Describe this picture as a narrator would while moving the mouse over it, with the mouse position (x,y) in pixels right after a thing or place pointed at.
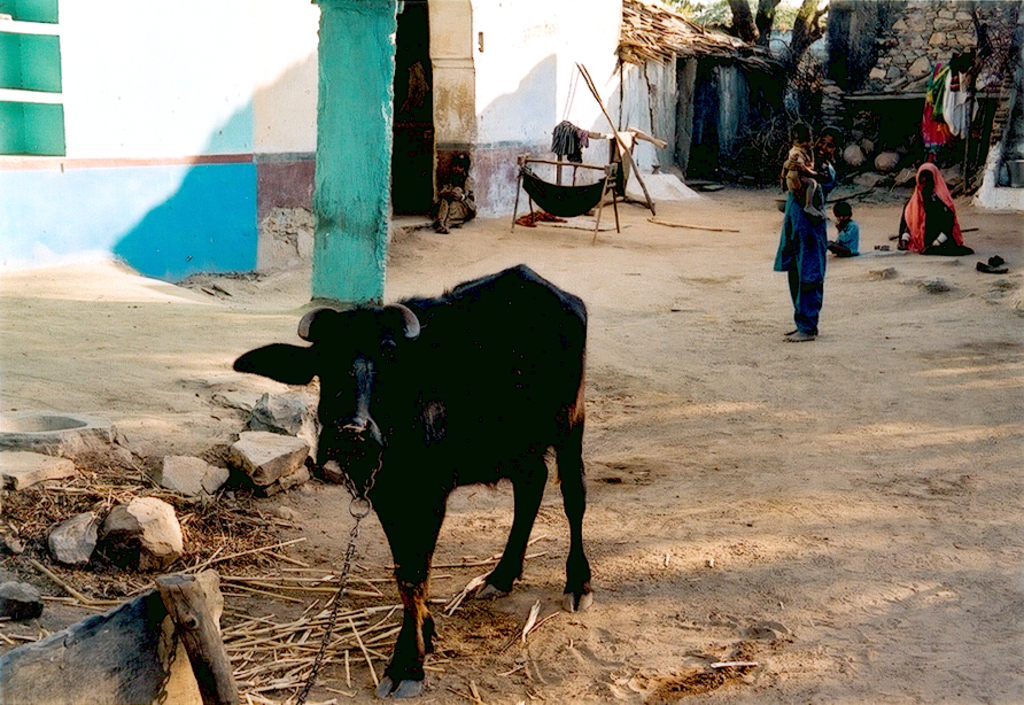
On the left side (322,393), there is a buffalo (450,408) standing on the ground (626,576), on which there are sticks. This buffalo (436,441) tied to a wooden pole (197,601) with a chain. Beside this wooden pole (178,589), there is a wooden piece (93,623) and there are stones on the ground (479,605). On the right side (832,154), there are persons (822,155) on the ground (884,424). In the background (713,108), there are houses (272,4), stone wall (929,8) and trees (808,17).
